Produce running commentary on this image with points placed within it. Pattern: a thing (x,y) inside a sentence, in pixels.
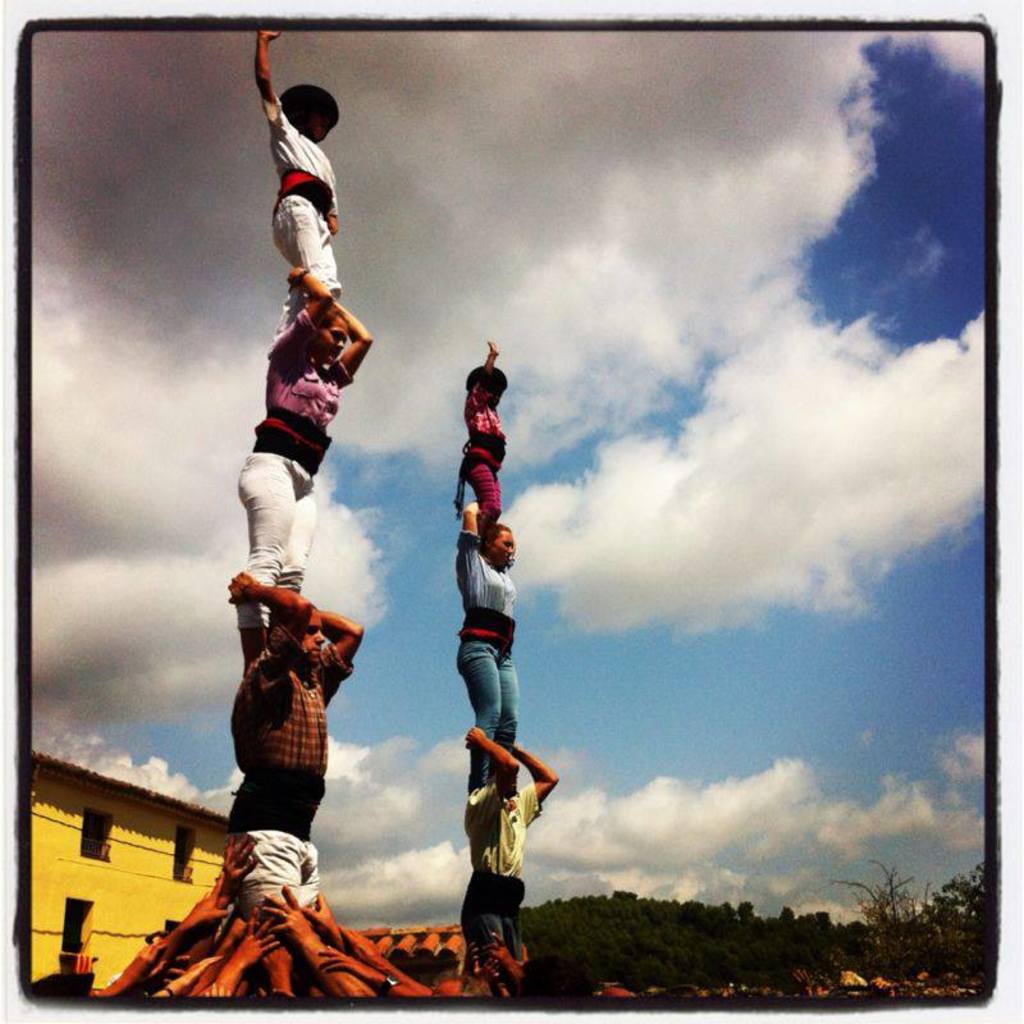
In this image there is the sky (728,465) towards the top of the image (692,233), there are clouds (676,305) in the sky (609,358), there are trees (838,937) towards the right of the image (702,937), there is a building (127,872) towards the left of the image (176,853), there is a wire (189,857) towards the left of the image (204,865), there are persons hands (297,934) towards the bottom of the image (252,910), there are persons (489,632) standing on another person (471,639).
